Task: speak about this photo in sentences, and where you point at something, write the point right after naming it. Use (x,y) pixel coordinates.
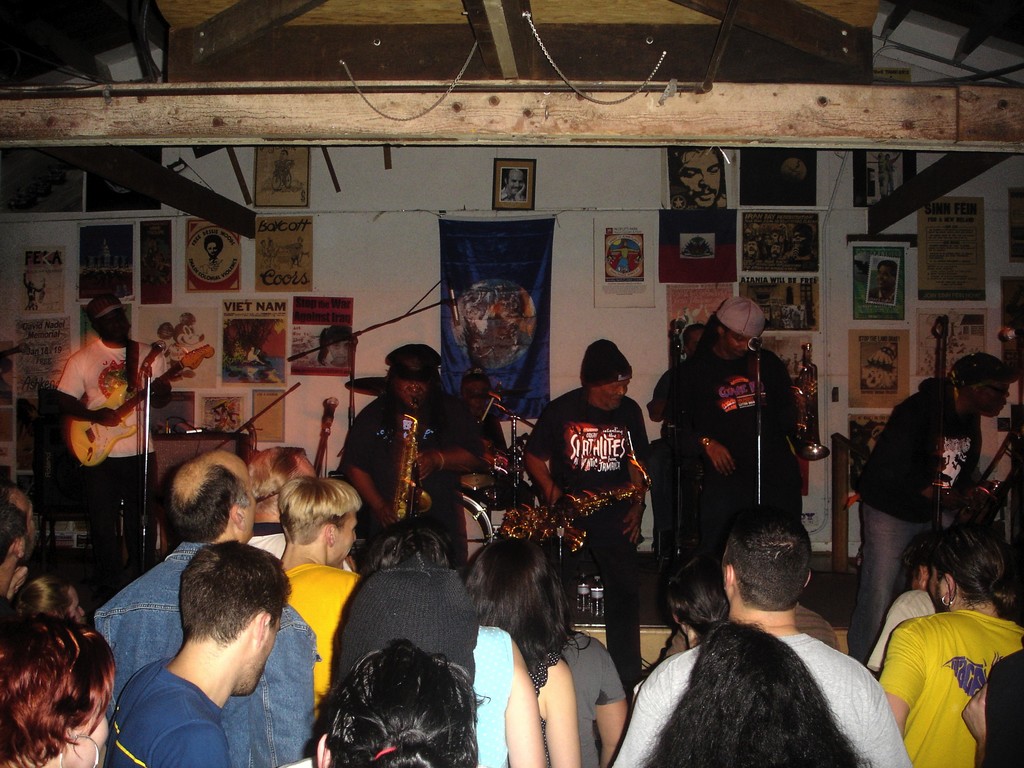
In this picture we can see a group of people (535,678), here we can see musical instruments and in the background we can see the wall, banner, posters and some objects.
